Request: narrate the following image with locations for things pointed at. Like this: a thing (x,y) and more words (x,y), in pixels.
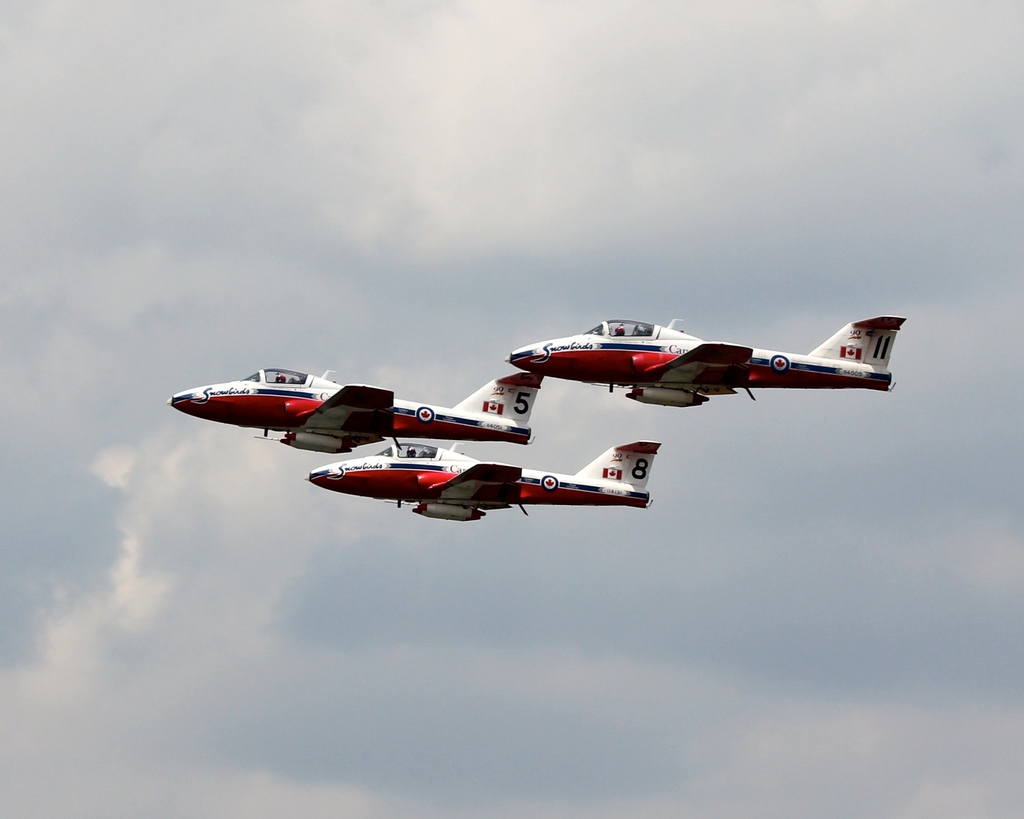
In this picture I can see three aircrafts (326,390) flying in the sky (46,277).
